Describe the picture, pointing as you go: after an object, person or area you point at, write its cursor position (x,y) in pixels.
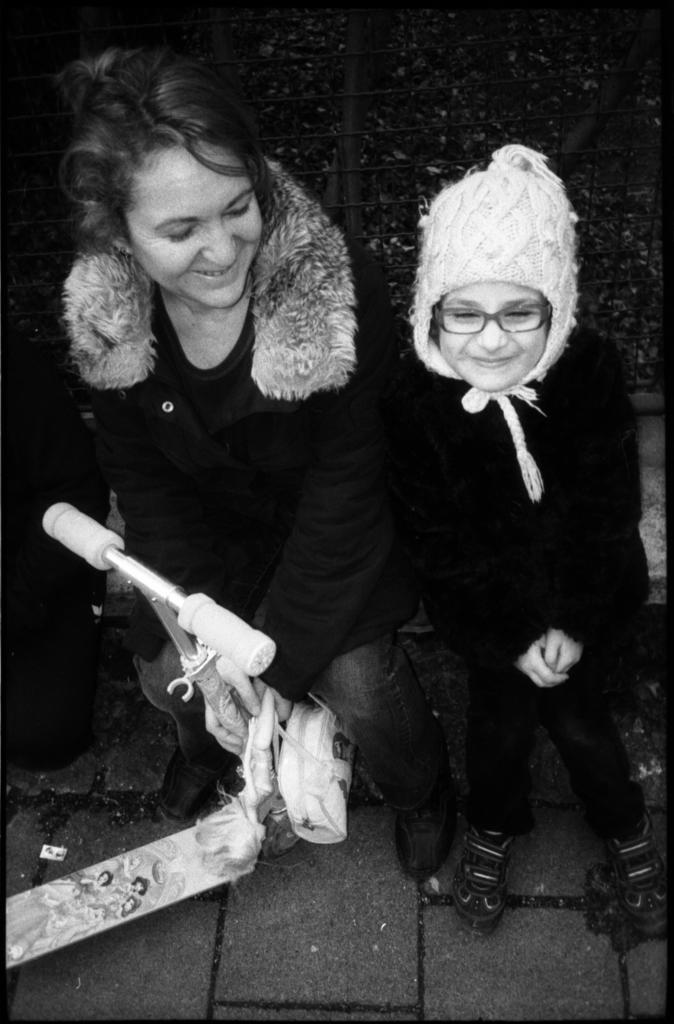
This is a black and white image. On the left side (206,369), there is a woman (208,134), sitting, holding a handle (195,620) of an object (191,673) and smiling. On the right side (469,560), there is a child (535,184) wearing a cap (527,190), smiling and standing. And the background (565,40) is dark in color.
